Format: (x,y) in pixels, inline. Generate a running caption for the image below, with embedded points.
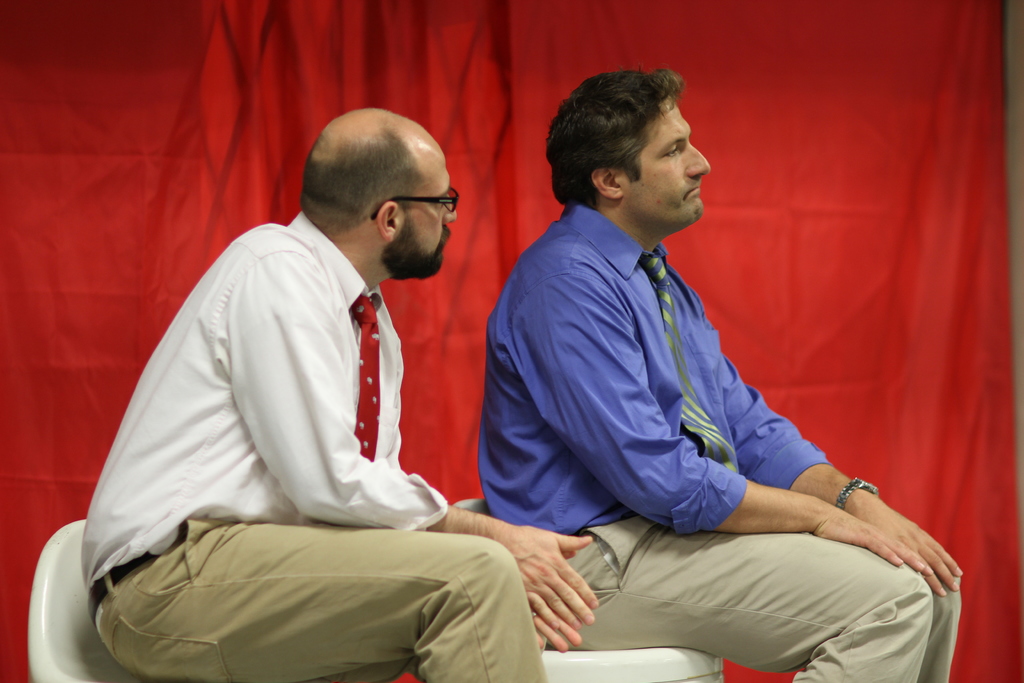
In this image, I can see two persons (385,584) sitting on the chairs (712,667). In the background (495,130), there is a red cloth (410,72).
